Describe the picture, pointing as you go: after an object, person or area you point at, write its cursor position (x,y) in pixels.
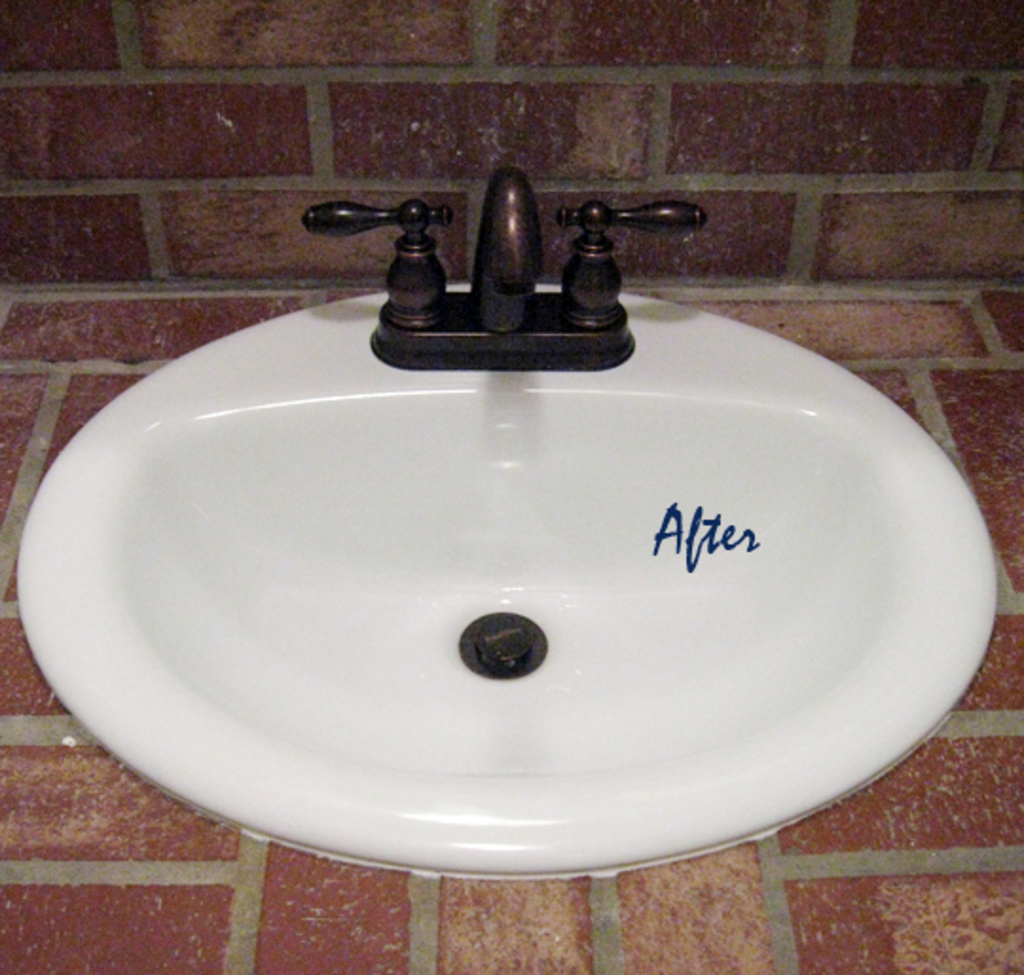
We can see sink (451,452) with tap (421,300) on the surface (787,894) and we can see wall (744,53).
